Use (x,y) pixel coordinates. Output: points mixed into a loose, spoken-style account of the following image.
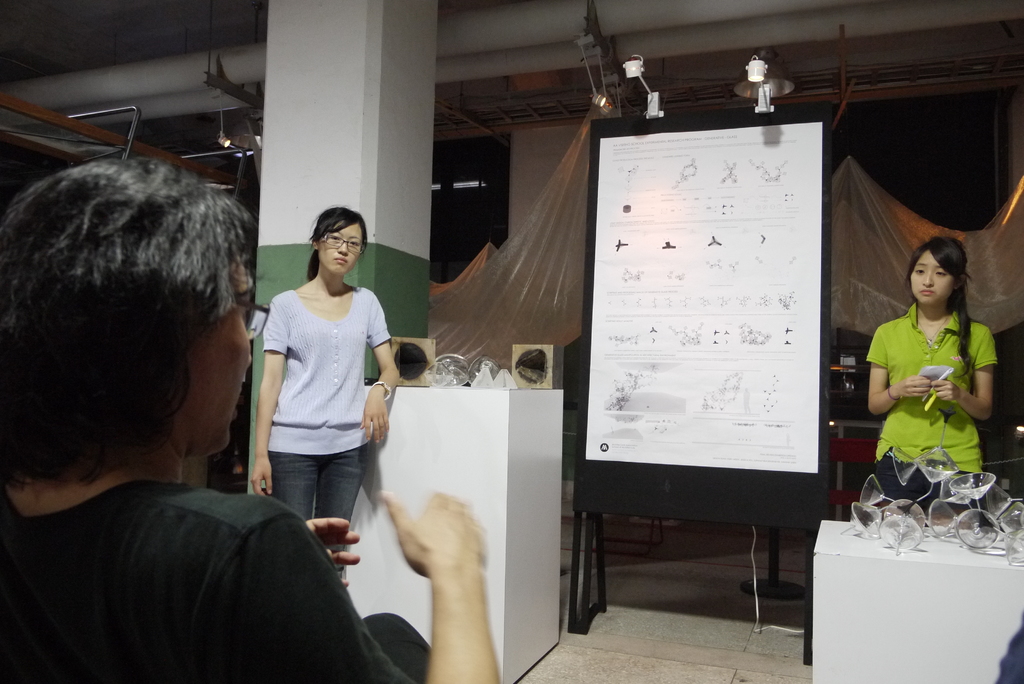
In the foreground of this image (175,421), there is a persons (175,451) sitting. In the background (620,379), there is a board (725,372), few objects (539,371) on the tables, two women (365,417) standing, a pillar (355,122), ceiling (168,31), lights (629,61), cover sheets (541,258) and the floor (681,563).
